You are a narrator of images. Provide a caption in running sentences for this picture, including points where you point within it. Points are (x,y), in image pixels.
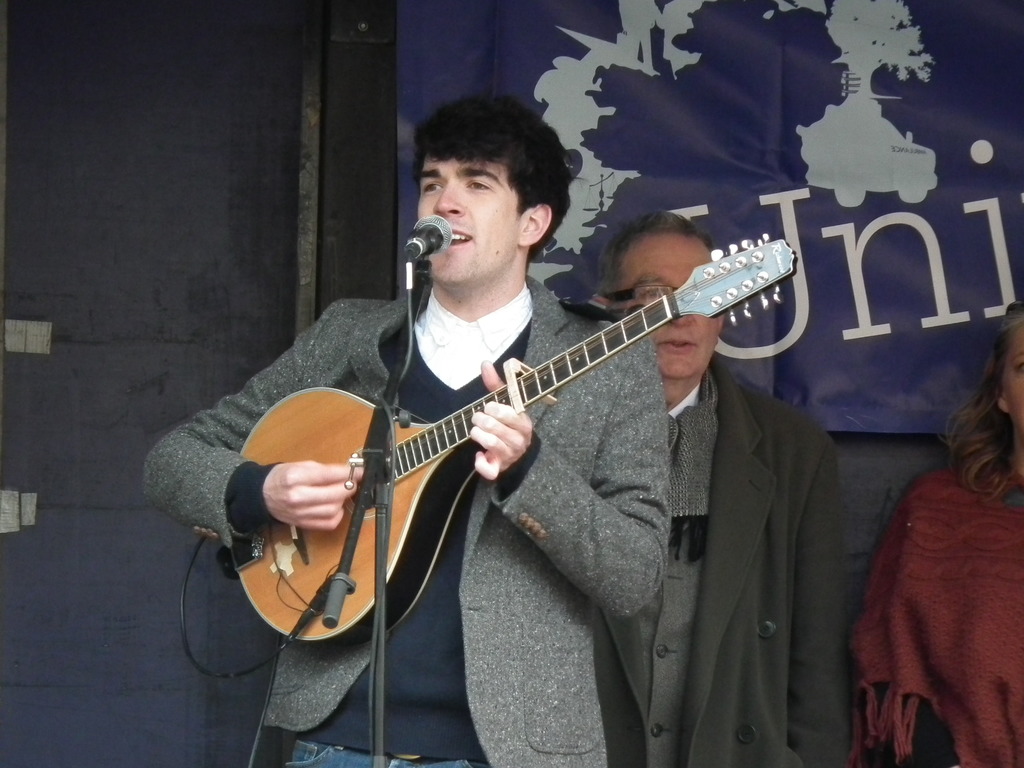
In the center (636,414) we can see one person (592,413) standing and holding guitar (513,406) and he is singing. In front there is a microphone (437,231). In the background (178,122) there is a wall (139,126), banner (824,361) and two persons (952,638) were standing.
